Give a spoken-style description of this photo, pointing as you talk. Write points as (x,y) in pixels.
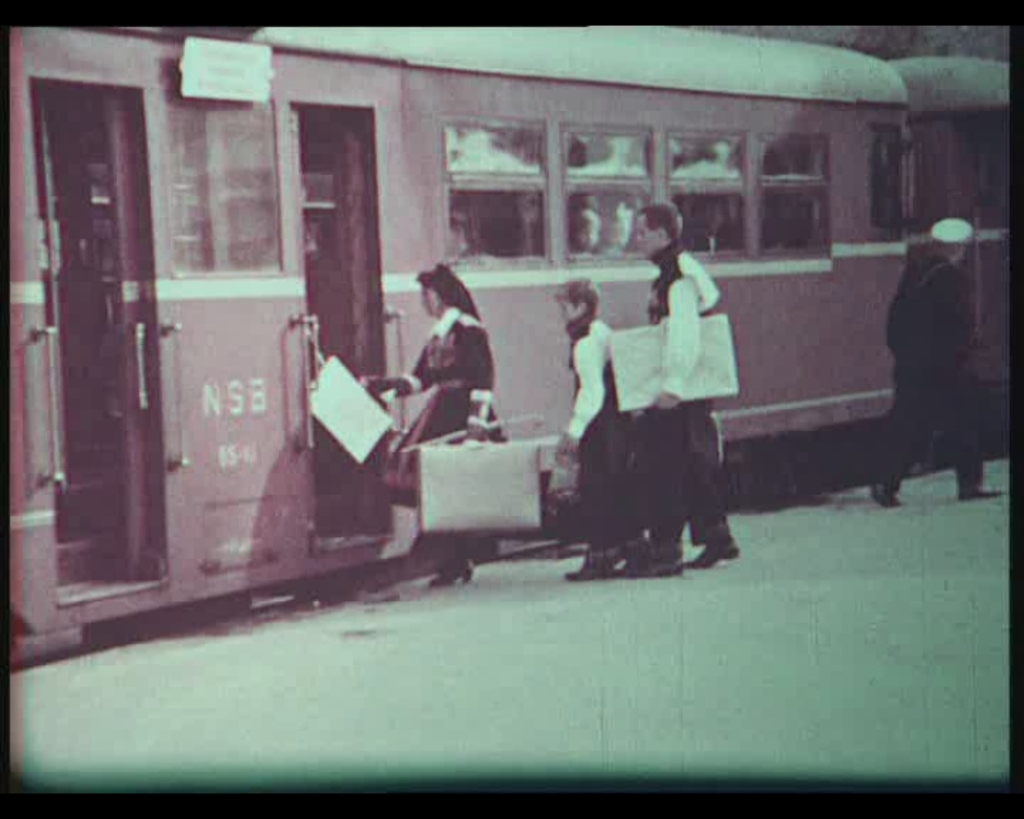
In the picture I can see people (690,508) are standing on the ground (694,651), among them some are holding objects (473,449) in hands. In the background (533,533) I can see a train (549,531).
